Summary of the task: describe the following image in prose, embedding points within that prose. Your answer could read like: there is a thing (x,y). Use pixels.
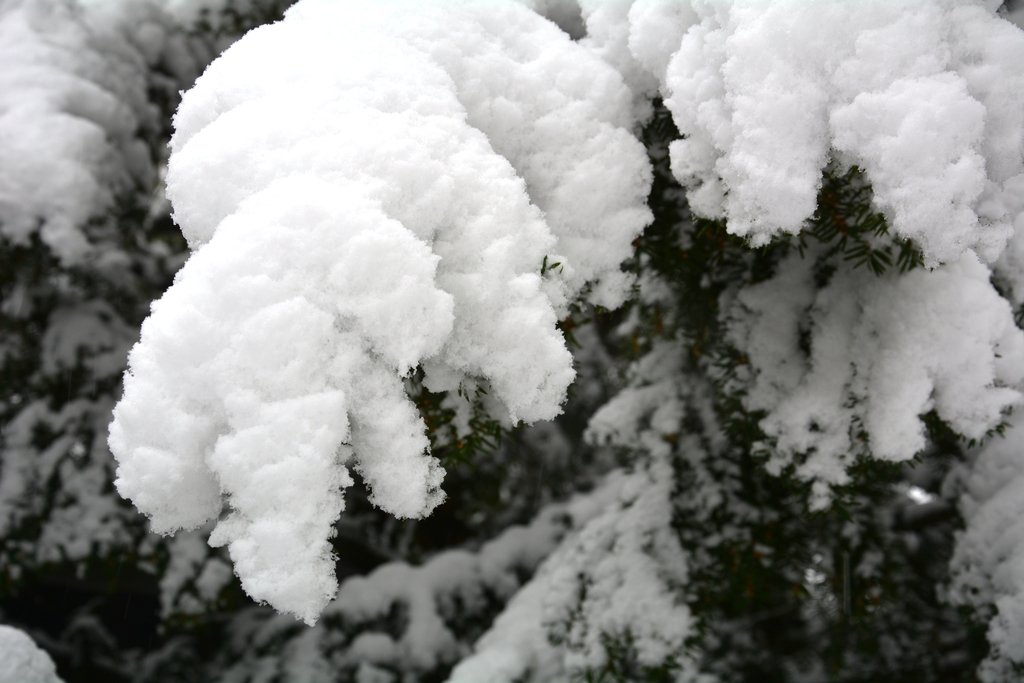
In this image we can see few trees (716,547) which are covered with the snow (419,51).
